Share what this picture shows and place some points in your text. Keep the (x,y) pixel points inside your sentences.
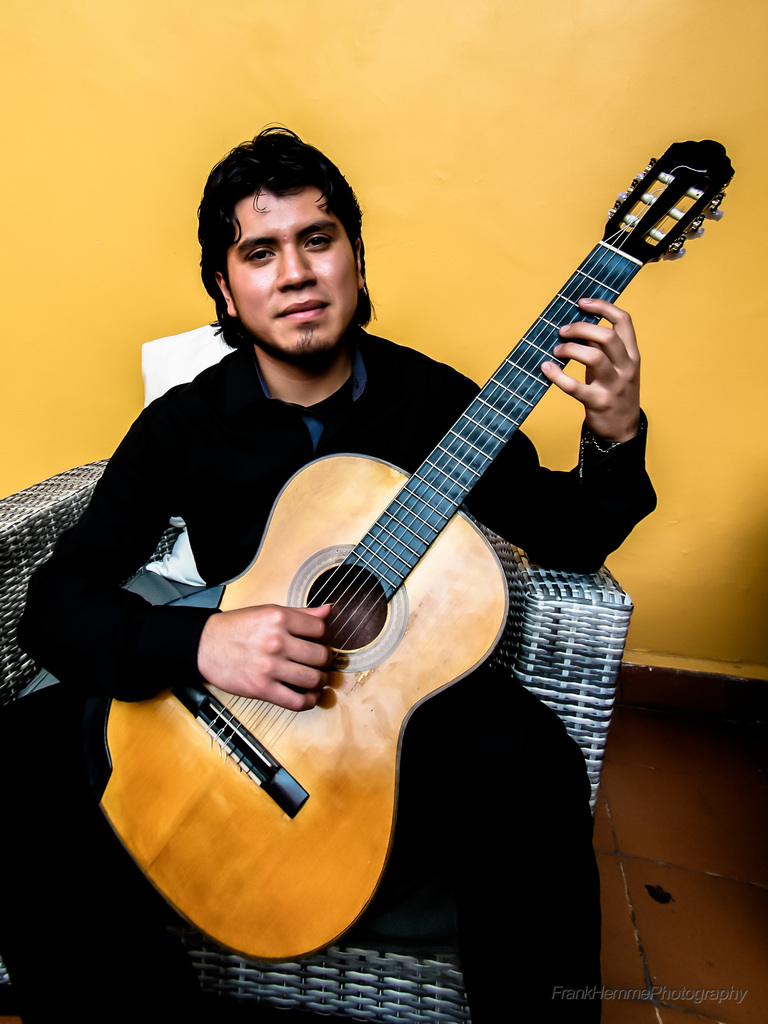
A man (180,946) with black dress (230,489) is sitting on a chair (550,679). In his hand (315,668) there is a guitar (333,646). He is playing a guitar (346,618). He is smiling. In the background (256,68) there is a wall (231,123) with yellow color.
